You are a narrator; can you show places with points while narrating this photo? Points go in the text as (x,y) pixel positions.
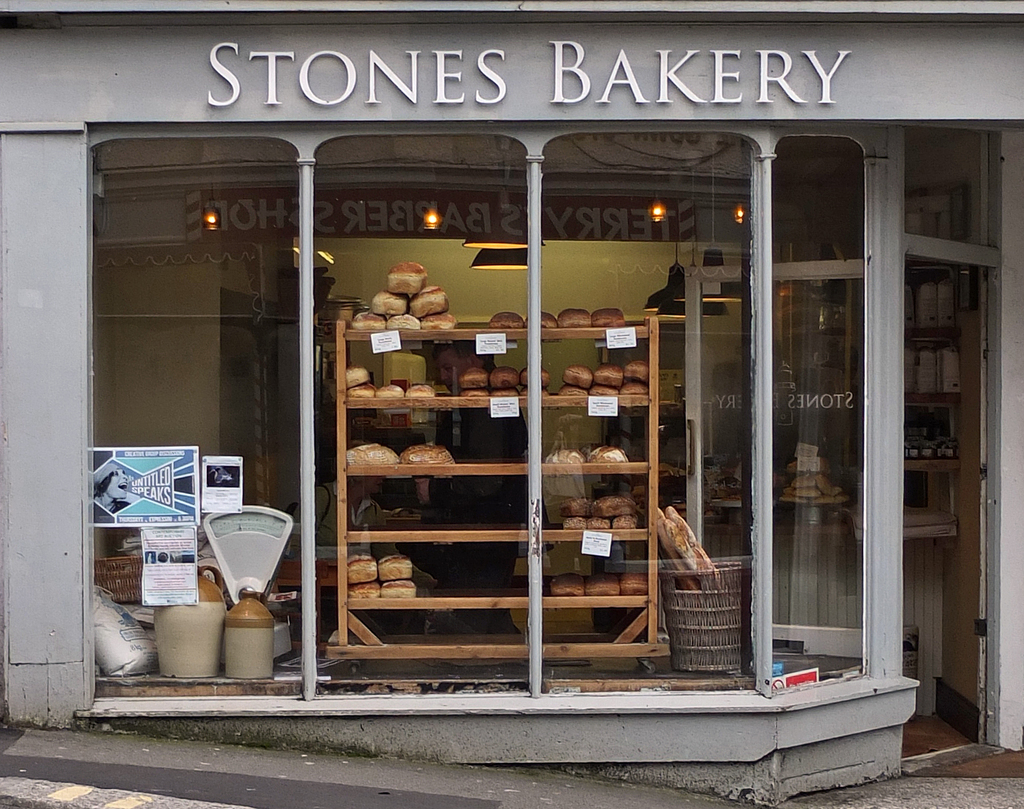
In this image we can see a store (318,424), text (457,53) on the wall (138,65) and glass doors (526,579). Through the glass doors (513,570) we can see food items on the racks (464,335), objects (199,594), posters (176,580), lights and other objects (196,614).
